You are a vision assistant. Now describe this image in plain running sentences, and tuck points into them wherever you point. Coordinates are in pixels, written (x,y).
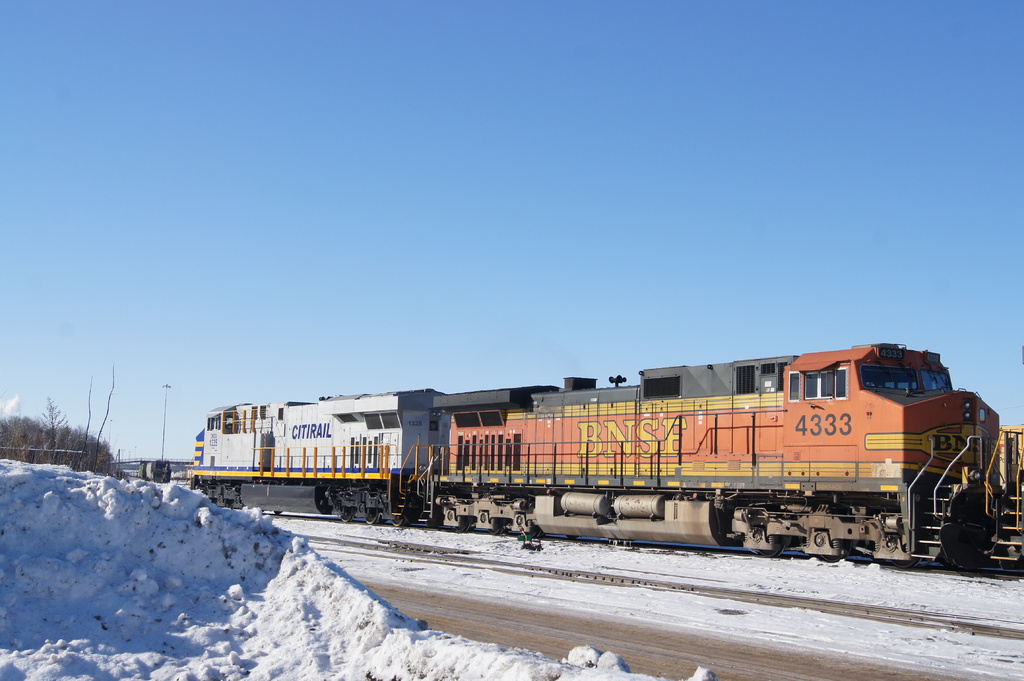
In this picture there is a train (652,492) moving on the track (392,519). On the front (229,519) bottom side there is a snow (85,565) on the ground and some dry trees (59,442).
